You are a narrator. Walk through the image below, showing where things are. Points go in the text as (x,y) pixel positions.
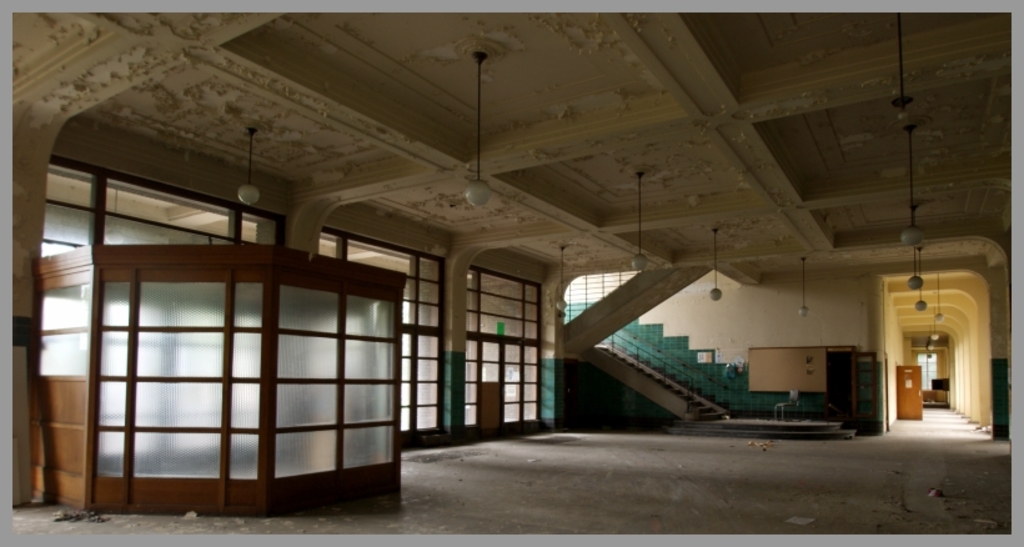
This image is taken inside the building (666,227). In this image we can see the glass cabin (322,330), windows (440,378), stairs (688,400), wall (718,386) and also the door (907,385). We can also see the floor (637,437). At the top (555,71) we can see the ceiling (706,52) with the lights (481,195).
